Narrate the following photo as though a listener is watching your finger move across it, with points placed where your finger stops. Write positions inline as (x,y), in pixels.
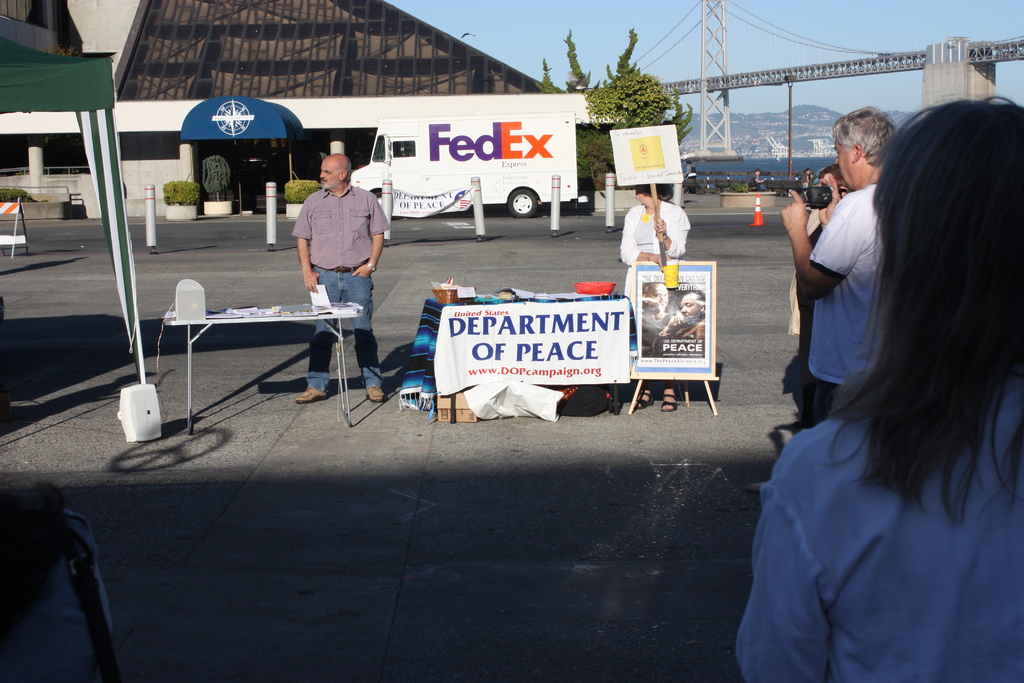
In this image I can see in the middle (343,278) a man (355,299) is standing, he wore shirt (361,258), trouser (372,287). Beside him there is a banner (555,340) on the table (580,335), on the right side (915,158) there is a girl (1006,235), she wore a white color top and a man (855,186) is shooting with the camera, in the middle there is a vehicle (489,155) in white color. At the back side (300,101) there are houses (407,107), trees (623,105), on the right side (715,130) it is the bridge (777,79).
